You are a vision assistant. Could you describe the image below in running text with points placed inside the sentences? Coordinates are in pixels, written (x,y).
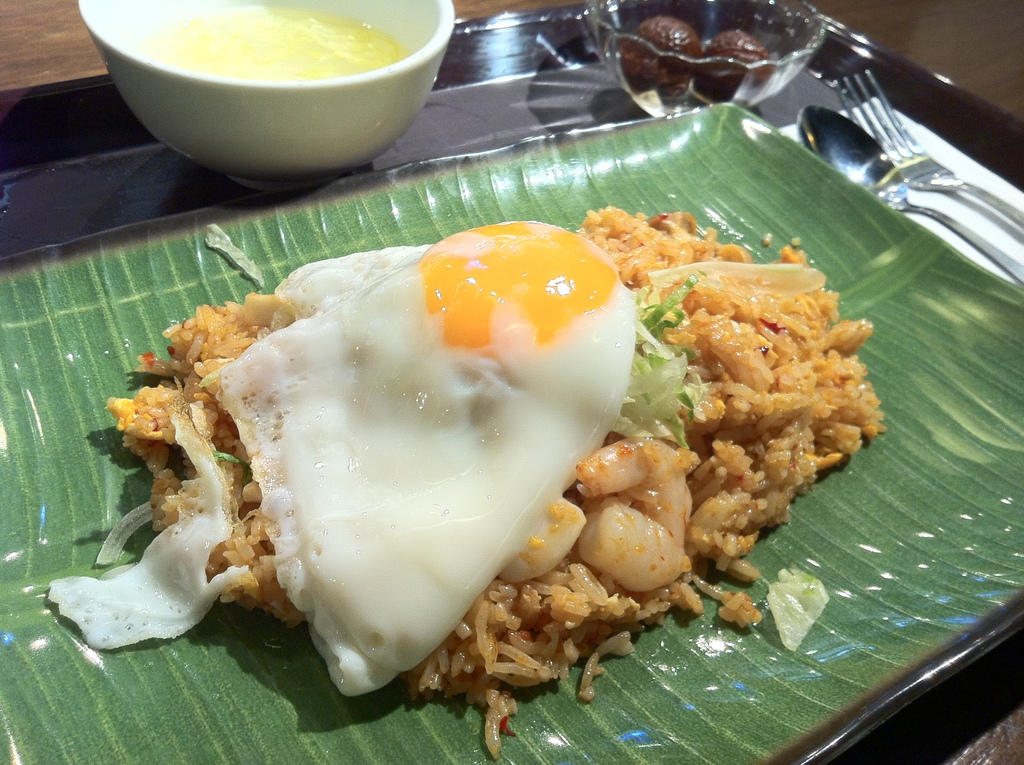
In this image we can see food (534,310) in a plate (952,364), bowls (634,4), spoon (852,144), and fork (933,160) on a table (18,62).
